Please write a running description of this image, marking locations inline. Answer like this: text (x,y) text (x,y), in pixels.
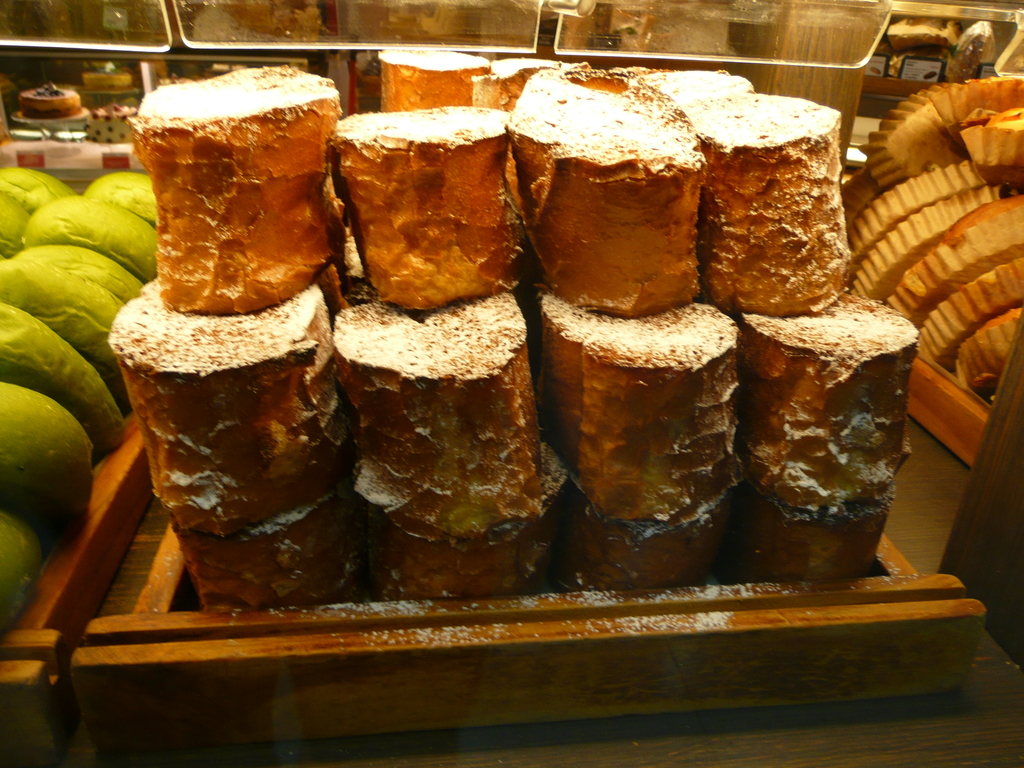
In the foreground of this image (398,228), there are few baked items (524,449) on a wooden tray (472,623). On the left (77,359), there are few green color food items (82,263). On the right (970,239), there are buns (979,291) on a tray (968,418). At the top (670,18), there is glass (265,18). In the background (103,74), there are few cakes (105,110) on a table (97,148).
